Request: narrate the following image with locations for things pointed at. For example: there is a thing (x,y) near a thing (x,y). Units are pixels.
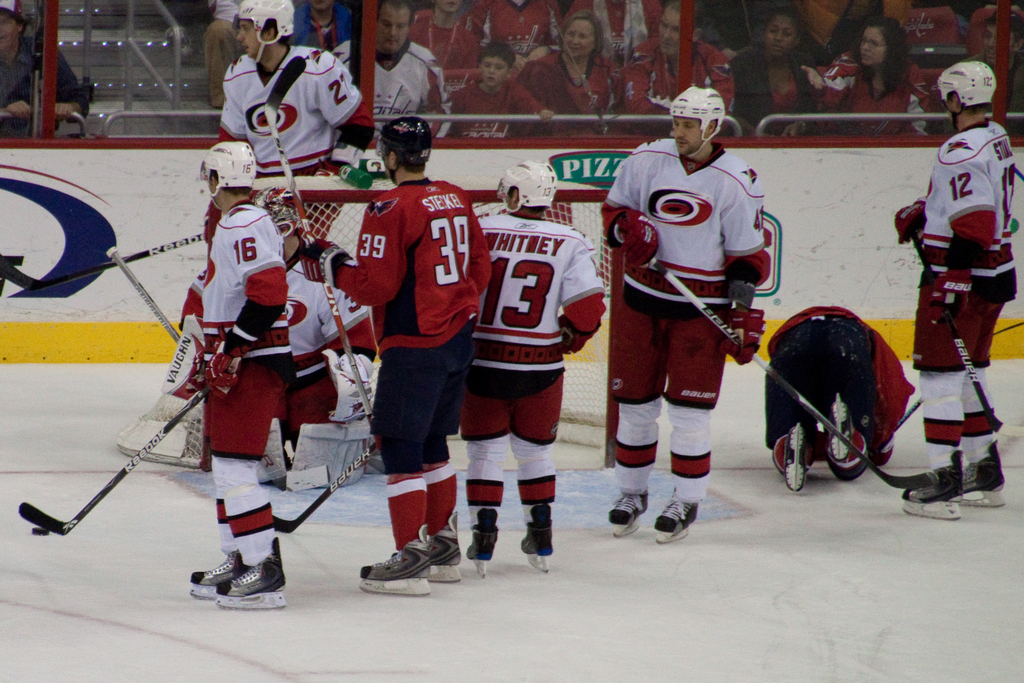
There are many people (516,279) holding ice hockey sticks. They are wearing gloves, helmets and skating shoes (265,562). In the back (122,209) there is a wall (441,168) with banner (85,230). In the background (493,64) there are many people (606,58) sitting. There are railings (128,44) and steps (118,55).
